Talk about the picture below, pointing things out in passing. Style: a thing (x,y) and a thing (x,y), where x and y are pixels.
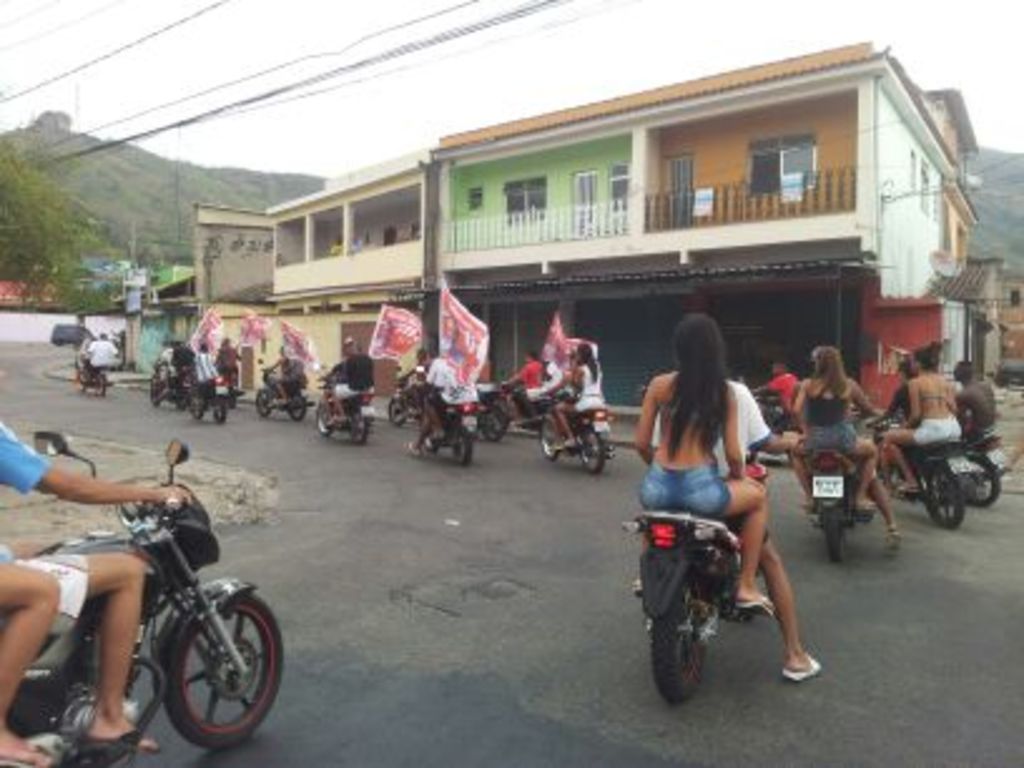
In this picture we can see group of people (128,488) riding bikes (283,399) on the road (411,618) and we see couple of houses (295,238) and trees (60,225).
